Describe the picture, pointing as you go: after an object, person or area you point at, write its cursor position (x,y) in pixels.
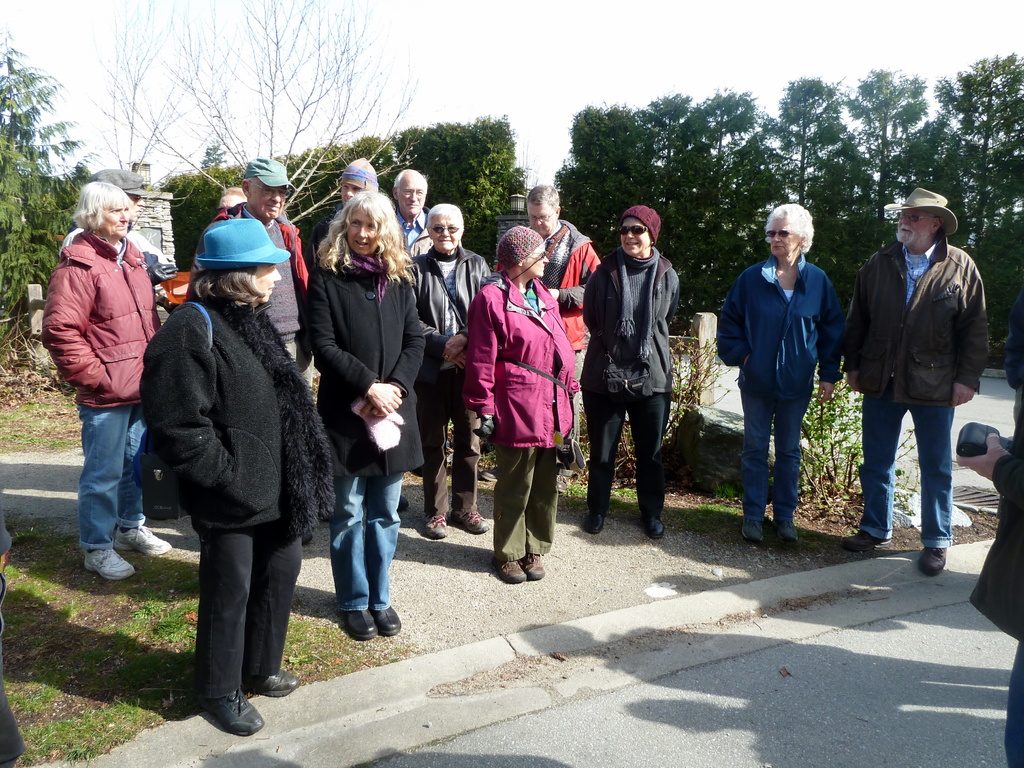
In this picture, we see the group of people (652,370) are standing. At the bottom of the picture (654,687), we see the road (366,758) and grass (77,638). Behind them, we see the plants (681,473). In the background (697,285), there are trees (480,188), lamp pole (517,209) and a pillar (147,209). On the right side (1009,726), we see a person (1003,509) is holding a camera (979,452) in his hands (975,460) and it is a sunny day.
